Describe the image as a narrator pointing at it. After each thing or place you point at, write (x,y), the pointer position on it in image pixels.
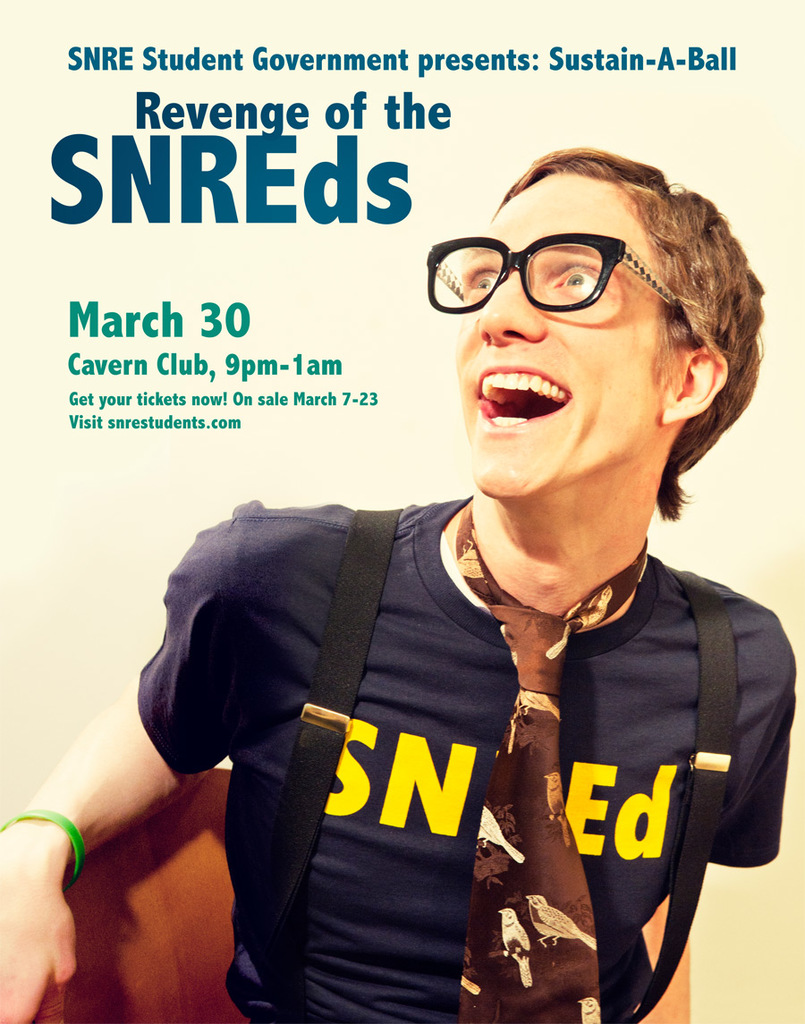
In the image we can see a person (647,744) wearing clothes (618,768), tie (511,777), suspenders (284,858) and glasses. This is a printed text (266,180).
